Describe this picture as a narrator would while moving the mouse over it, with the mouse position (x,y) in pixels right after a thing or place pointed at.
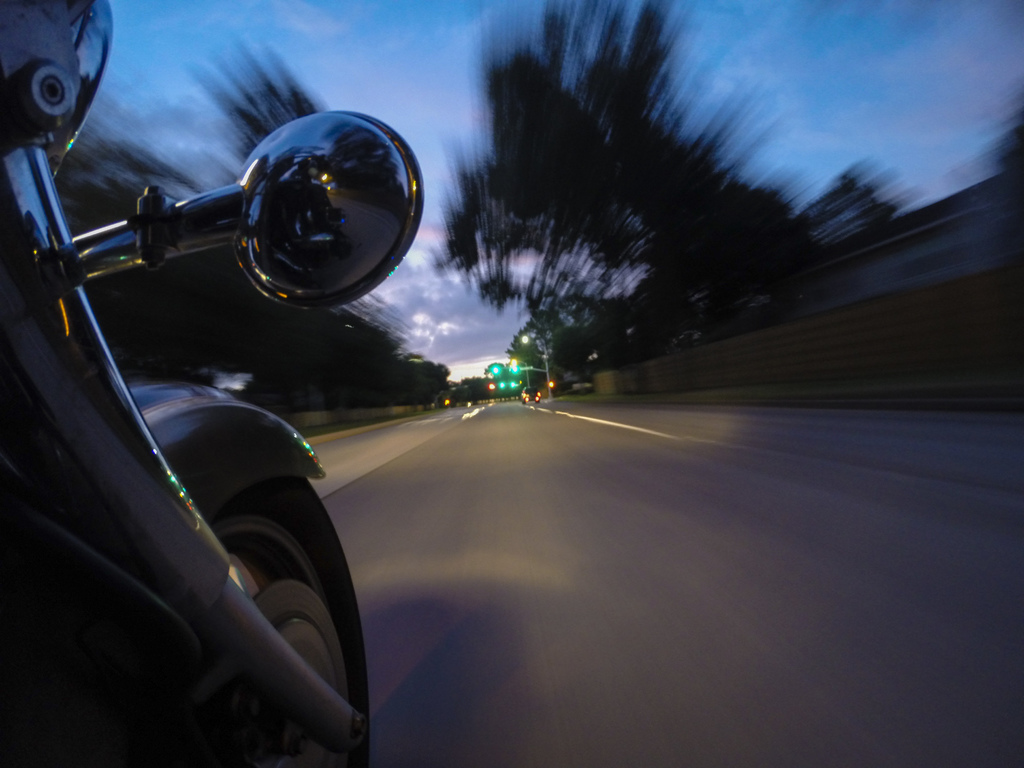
At the left side of the image (92,7) there is a bike (106,672). In the center of the image (426,429) there is a road (566,718). In the background of the image (377,371) there are trees (676,345). To the right side of the image (961,287) there is a wall (979,290).
